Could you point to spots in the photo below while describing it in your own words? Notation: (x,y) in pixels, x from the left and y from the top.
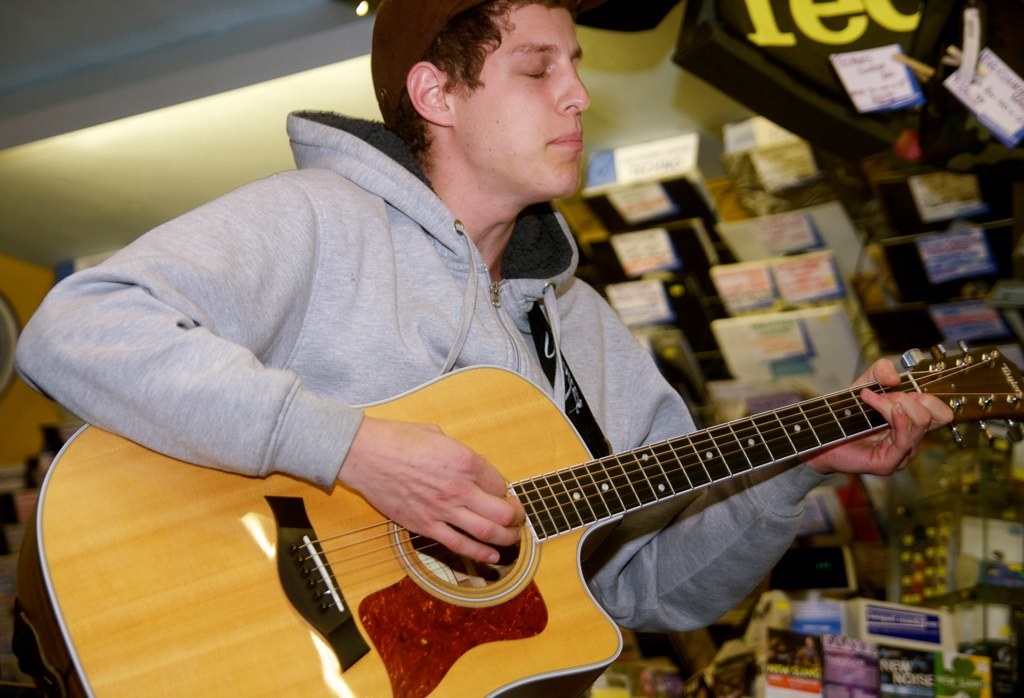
In this picture we can see a person (396,248) is standing and playing the guitar (639,460), and at back (688,154) here are the books (831,341).
